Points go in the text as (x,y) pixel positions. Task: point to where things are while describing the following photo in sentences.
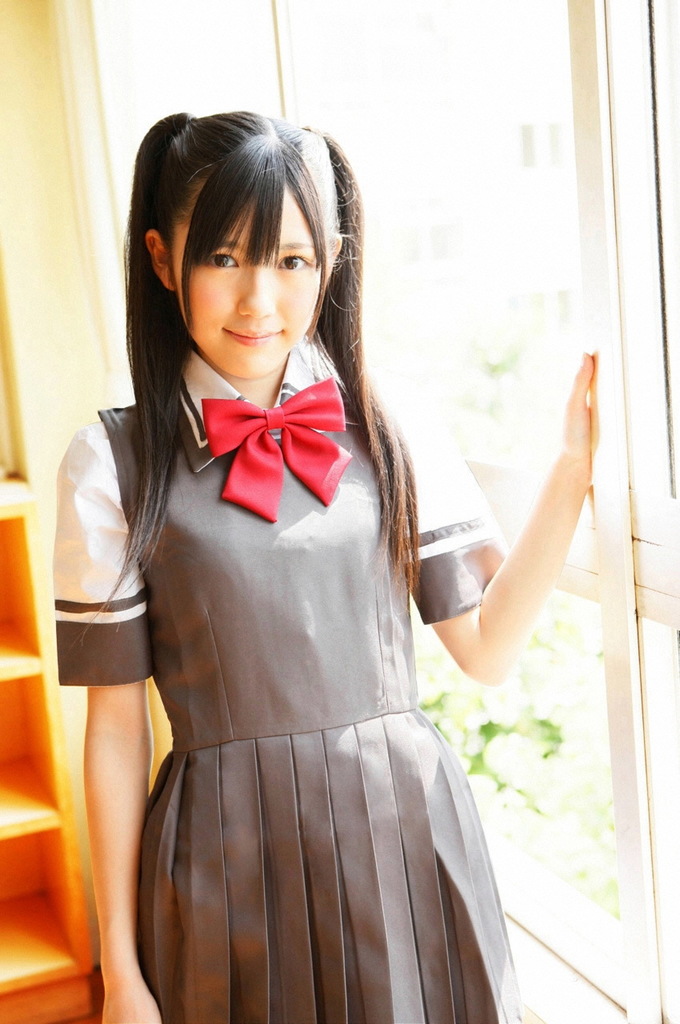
In this image there is a girl (289,563) in the middle (258,386). In the background (26,769) there are shelves (34,759). The girl (220,394) is holding the window (603,383). The girl (308,526) is in the uniform (220,670).
